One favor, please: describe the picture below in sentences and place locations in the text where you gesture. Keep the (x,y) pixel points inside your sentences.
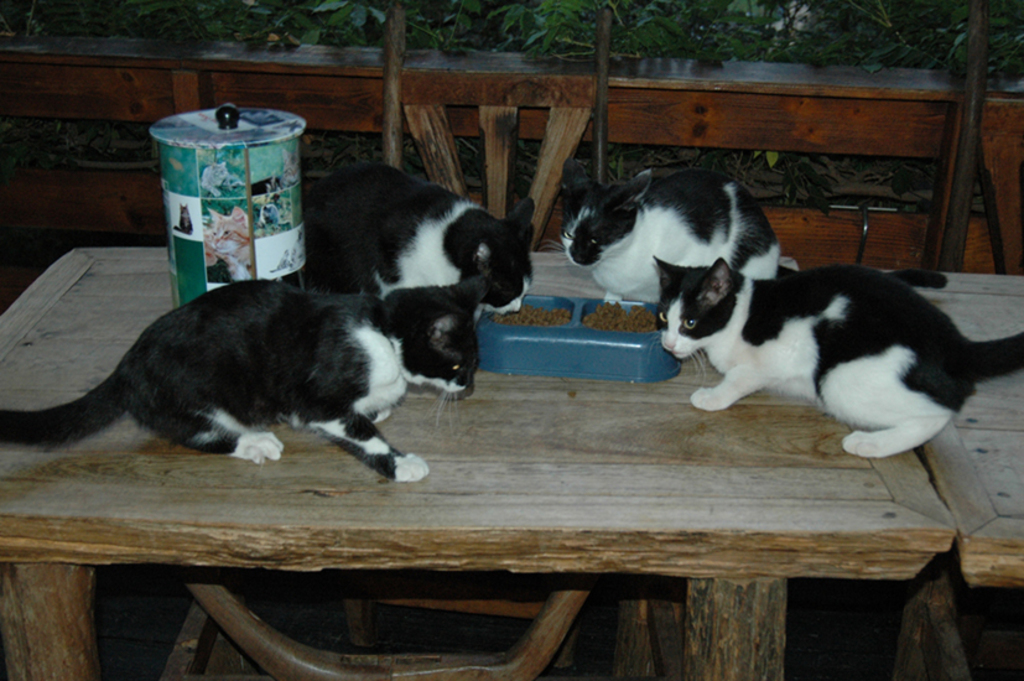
In this image i can see 4 cats (495,271) standing on the table (587,446). On the table (517,387) i can see a jar (247,244) and a plate (645,349) in which there is a cat food (547,317). In the background (266,78) i can see a wooden railing (773,105) and few plants (630,50).
